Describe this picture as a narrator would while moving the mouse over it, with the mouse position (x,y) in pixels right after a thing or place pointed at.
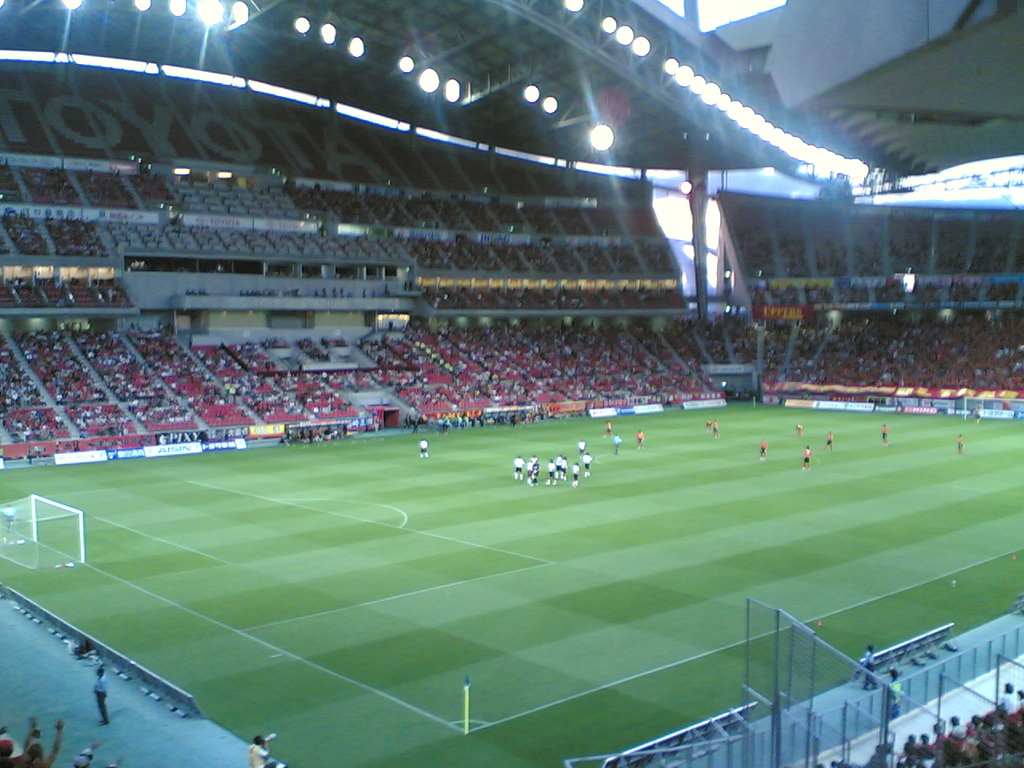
This is an inside image of a stadium (372,400), in this image there are players (518,458) on the field (733,424) and there are goal posts (73,511), boundary fences (107,460) with sponsor names (800,404). In the background of the image (177,347) there are spectators (623,343) sitting in the stands (568,287), at the top of the image (624,44) there are lamps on the rooftop (391,82).
